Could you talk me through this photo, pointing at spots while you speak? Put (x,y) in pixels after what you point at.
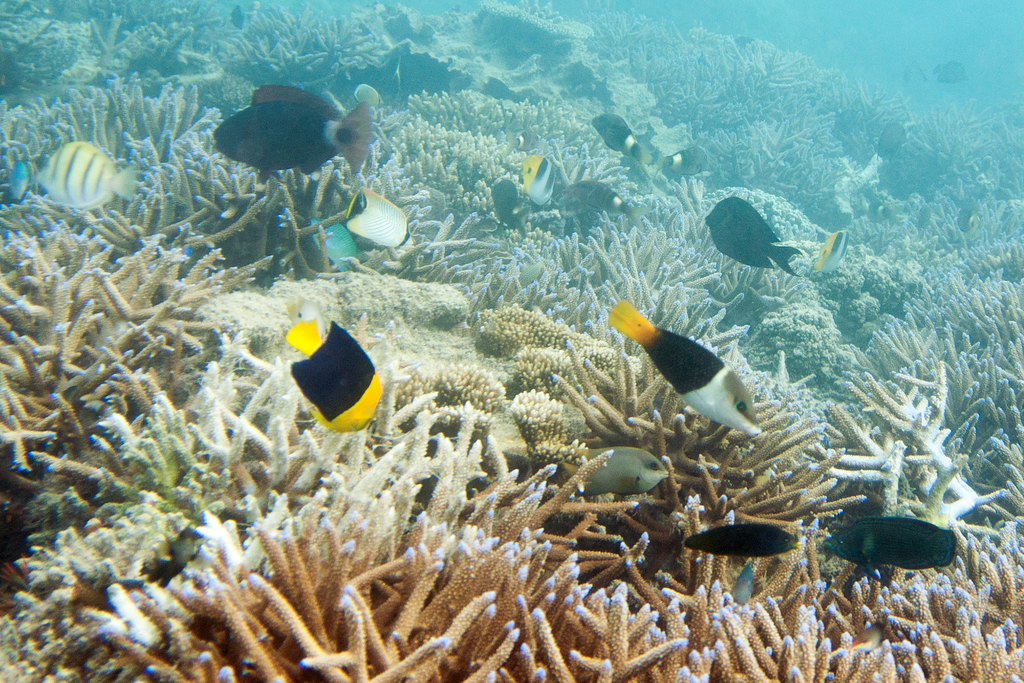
This picture describes about under water environment (590,294), and also we can see few fishes (255,160).
